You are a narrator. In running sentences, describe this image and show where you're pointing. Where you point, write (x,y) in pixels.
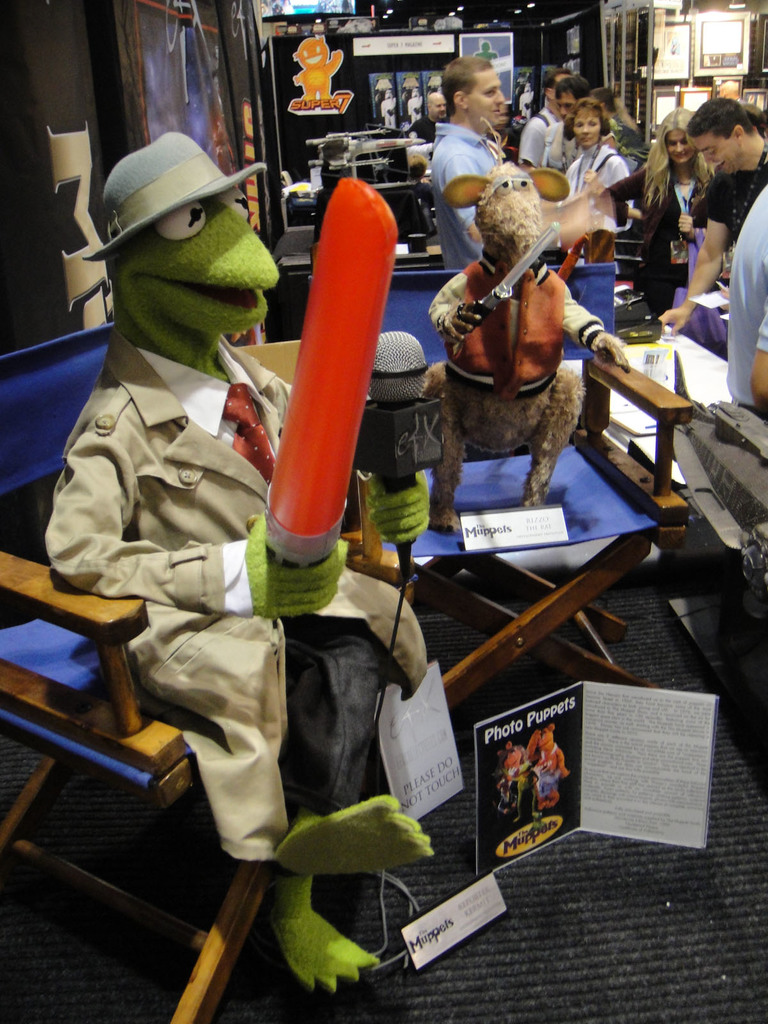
In the foreground of this image (542,447), there are two toys (545,498) on the chairs (616,496) holding few objects (341,340) and a mic (410,392). We can also see few posts (558,786) and boards (553,518). In the background (638,181), there are few people (547,142) standing, banners (160,83), frames (666,70) on the wall (670,81), lights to the ceiling (558,1) and few more objects (380,146) in the background (430,183).
